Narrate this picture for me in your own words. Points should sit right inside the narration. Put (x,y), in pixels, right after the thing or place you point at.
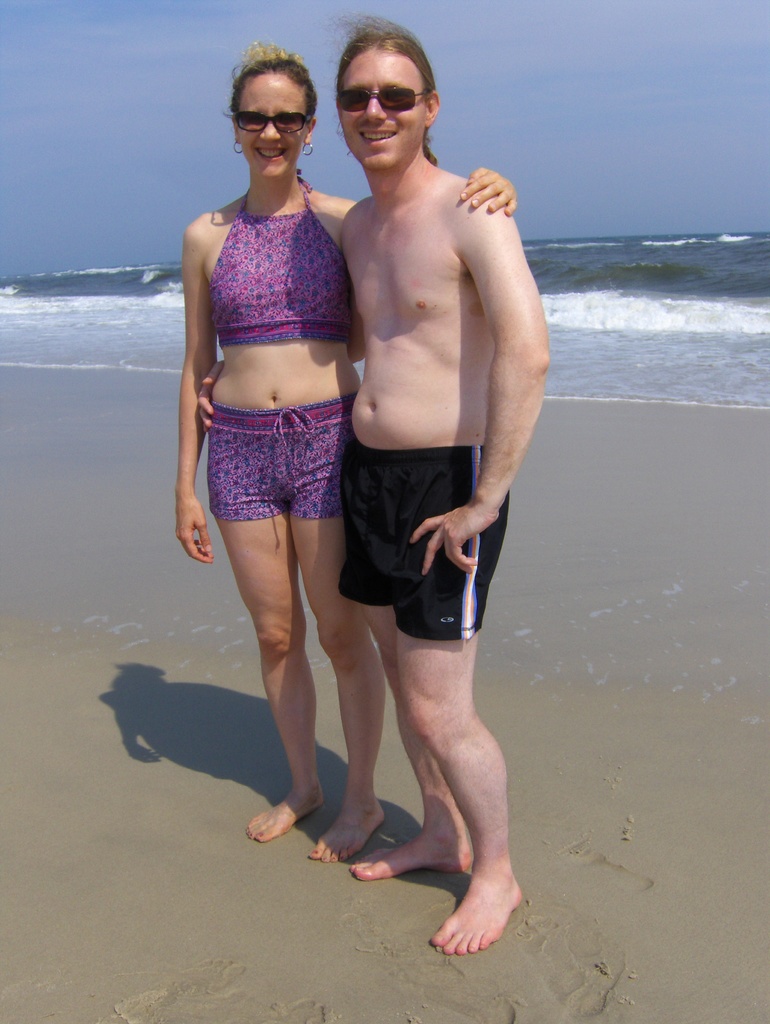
In this image we can see two people (371,622) standing on a sea shore (325,952). In the background of the image (702,367) there is ocean (756,260), sky (716,157). At the bottom of the image (264,945) there is sand (264,970).
